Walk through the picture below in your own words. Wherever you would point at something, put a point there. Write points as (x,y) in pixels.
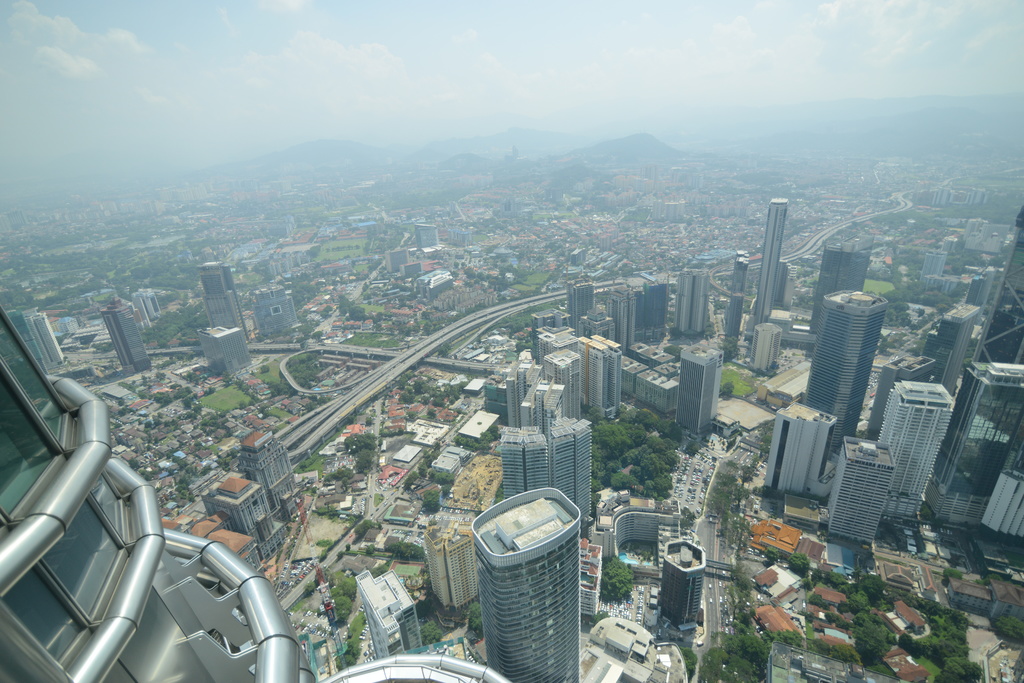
In this image I can see buildings (452,566), trees (309,361) and vehicles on roads (345,400). In the background (450,152) I can see mountains (344,153) and the sky (331,83).
